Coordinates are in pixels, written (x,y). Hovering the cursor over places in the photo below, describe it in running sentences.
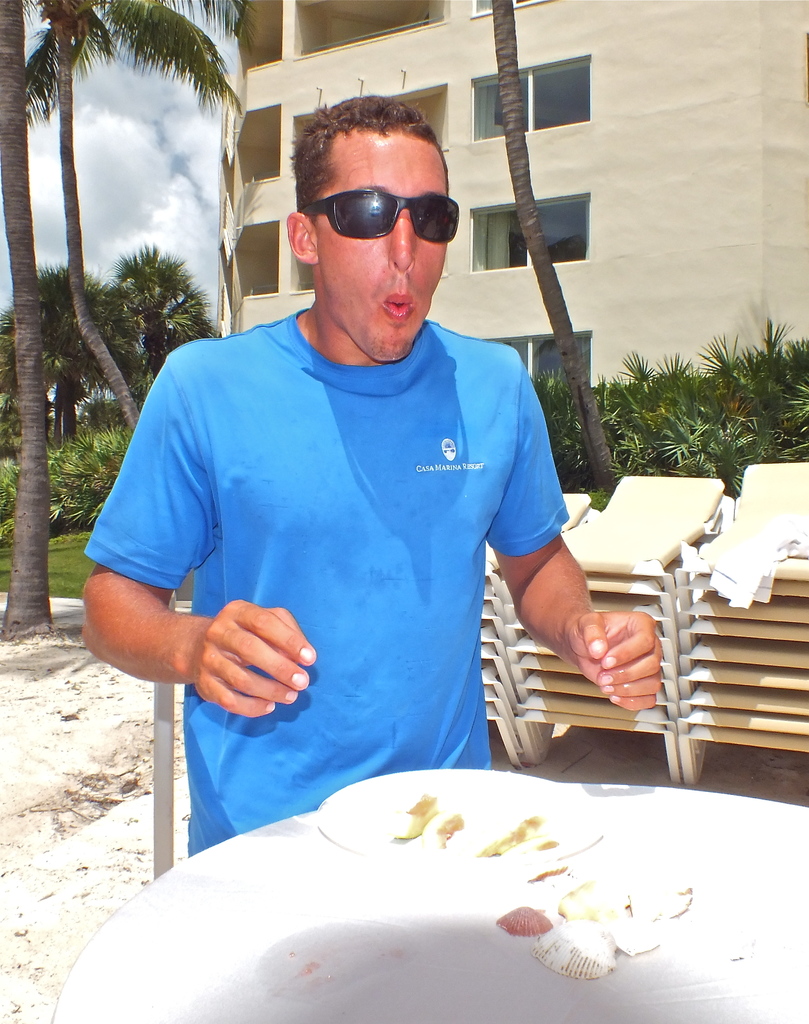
In this picture there is a person (377,508) with blue t-shirt (331,549) is standing behind the table (659,792). There is a food (544,817) on the plate (471,783) and there is a plate (346,812) and there are shells (647,924) on the table (278,909). At the back (715,489) there are chairs (703,591), trees (67,191) and there is a building (679,197). At the top (150,146) there is sky (190,148) and there are clouds (133,163). At the bottom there is grass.
